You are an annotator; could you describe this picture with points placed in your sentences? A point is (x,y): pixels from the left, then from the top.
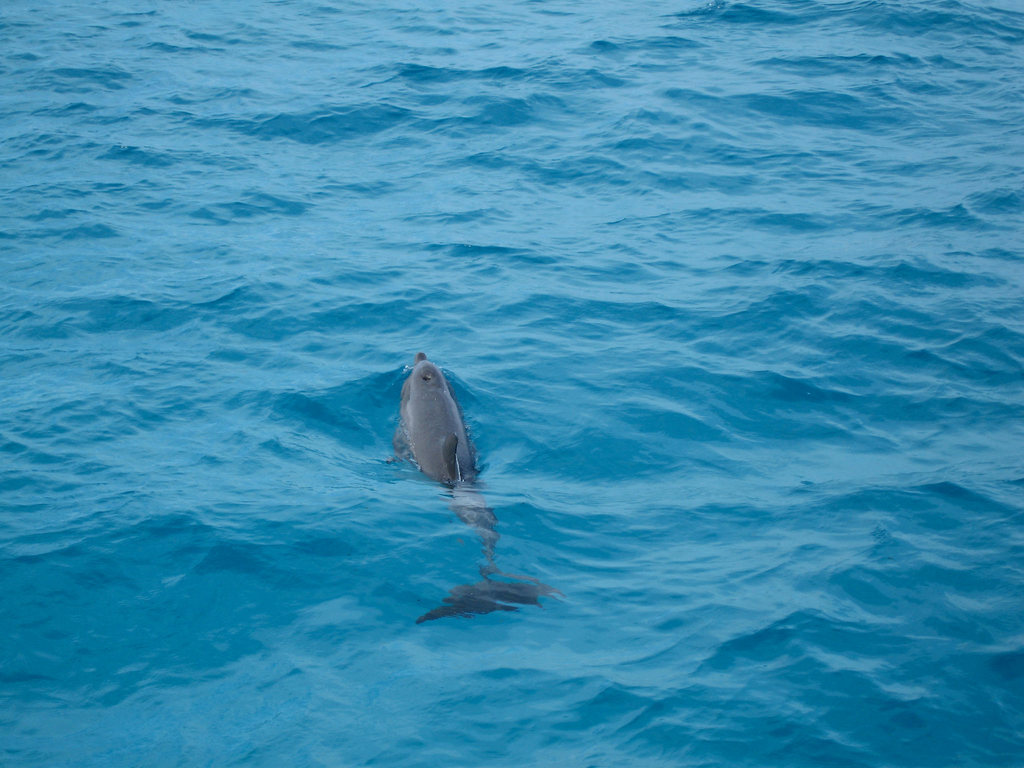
In this picture we observe the dolphin (446,424) swimming in the water (482,434).
